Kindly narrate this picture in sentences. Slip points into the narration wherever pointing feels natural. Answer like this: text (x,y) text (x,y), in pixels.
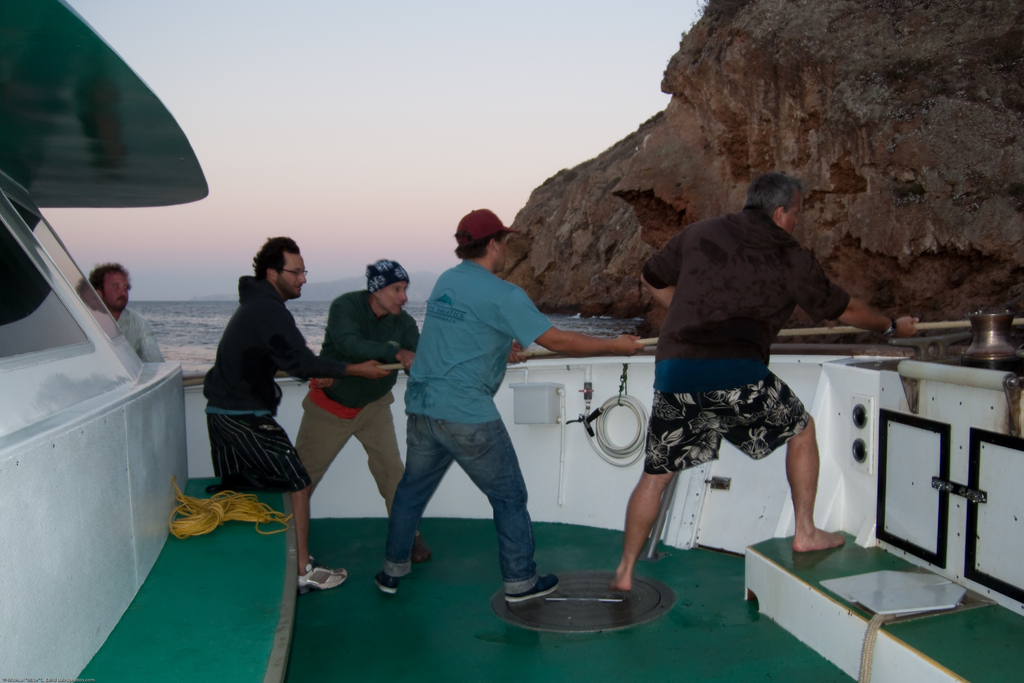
In the image inside the ship (191,391) there are few men (520,359) standing and holding the stick (823,328) in their hands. There is a green floor (237,600), white walls (1007,428) and on the left side (29,376) there is a white wall (100,341) with glasses (14,291). Inside the ship (41,294) there is a rope (204,502) and few other items (588,437) in it. In the background (849,48) there is water (187,322) and also there are hills (784,61). At the top of the image (369,205) there is a sky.
